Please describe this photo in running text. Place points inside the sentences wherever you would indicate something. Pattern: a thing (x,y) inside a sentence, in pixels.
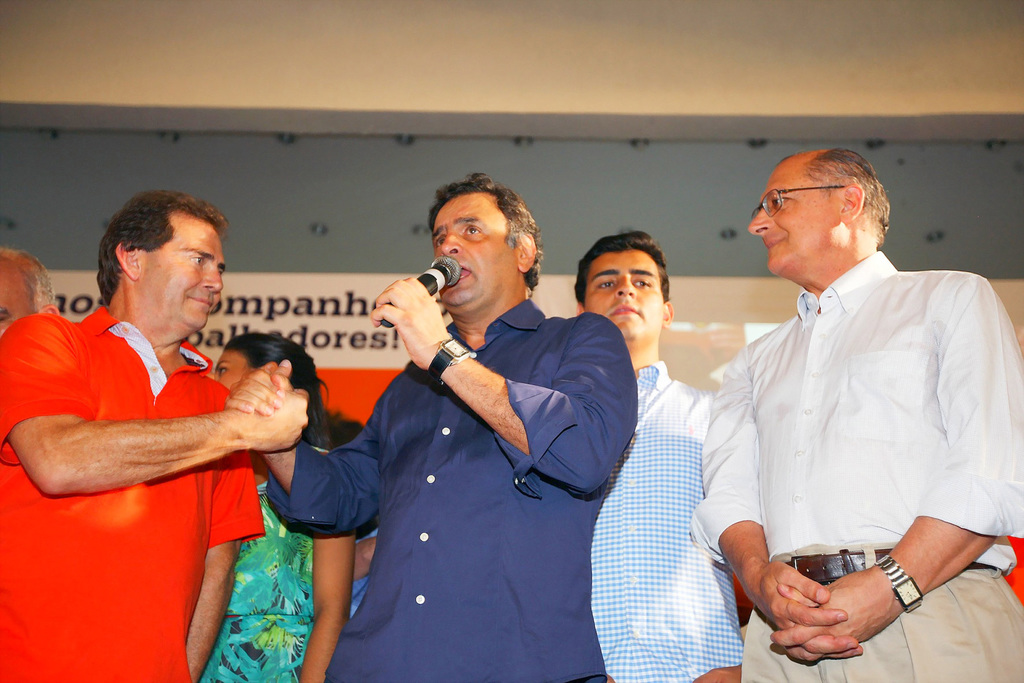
In this image a person (462,444) wearing blue shirt (510,501) is holding a mike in his hand (416,293) and he is holding hand (239,427) of a person (157,478) wearing red T-shirt (59,334). Right side (796,226) there is a person (827,395) wearing a white shirt (836,382) is having spectacles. Beside him there is a person (680,560) standing. There are few persons (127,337) standing. There is a banner (732,300) attached to the wall (573,190).
